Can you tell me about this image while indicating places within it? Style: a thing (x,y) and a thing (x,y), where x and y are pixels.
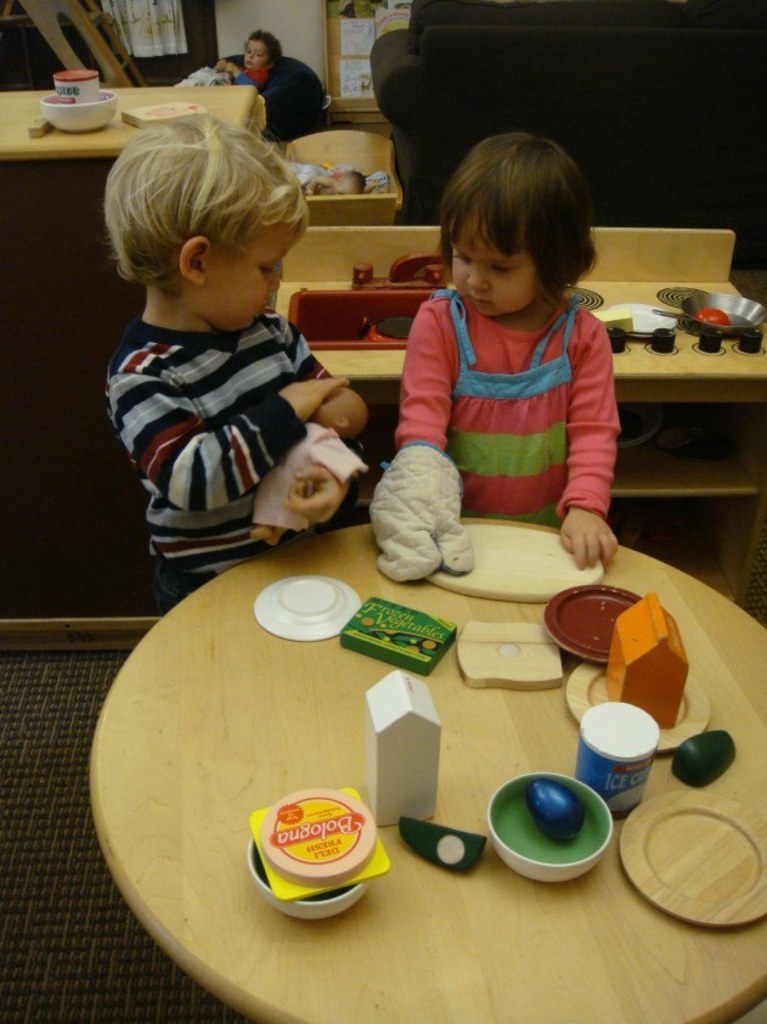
In this image, there is a table (652,923) which is in yellow color on that table (638,924) there are some objects (288,849) and there are two kids (420,422) standing and in the background (356,383) there is a another table (638,278).
